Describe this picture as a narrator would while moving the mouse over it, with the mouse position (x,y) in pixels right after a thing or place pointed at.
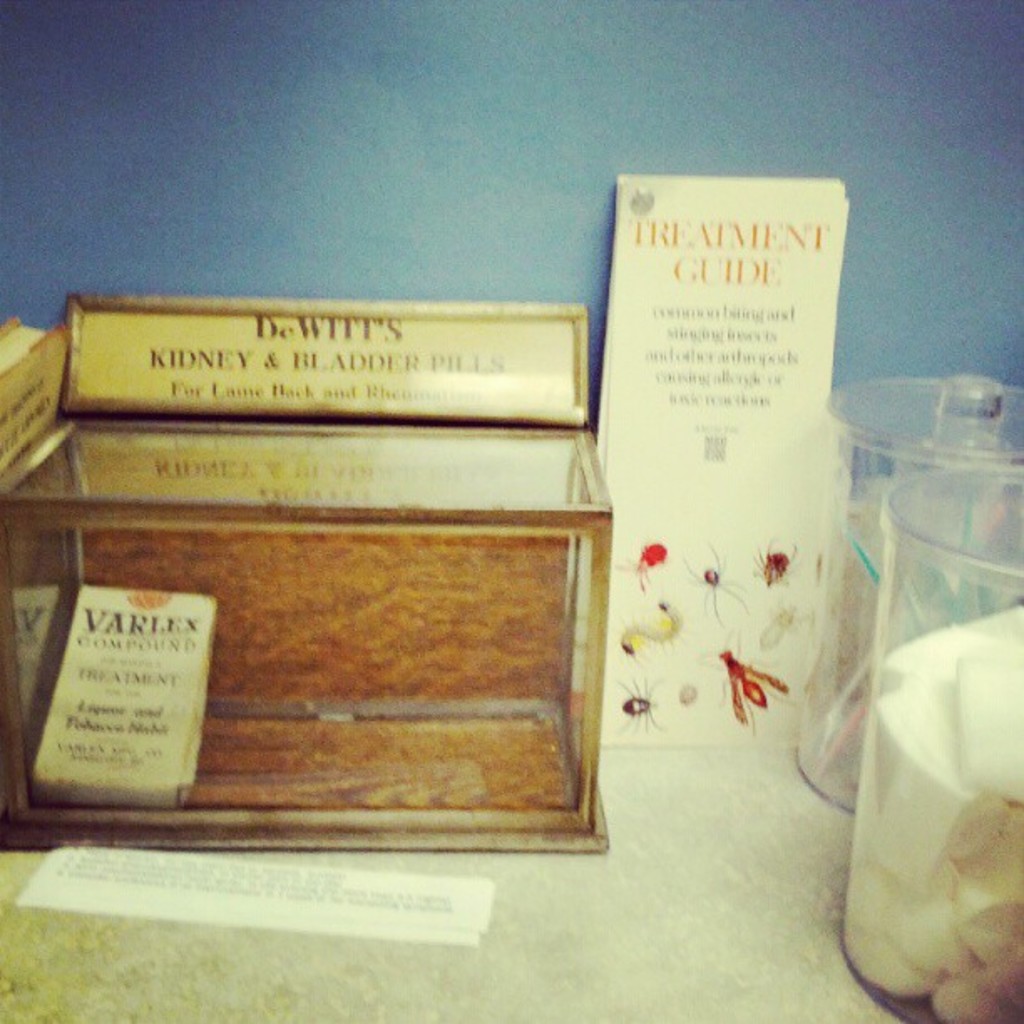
In the given image i can see a wooden object (413,526) with some text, card (647,420) with some text (734,405) and containers (865,825).
